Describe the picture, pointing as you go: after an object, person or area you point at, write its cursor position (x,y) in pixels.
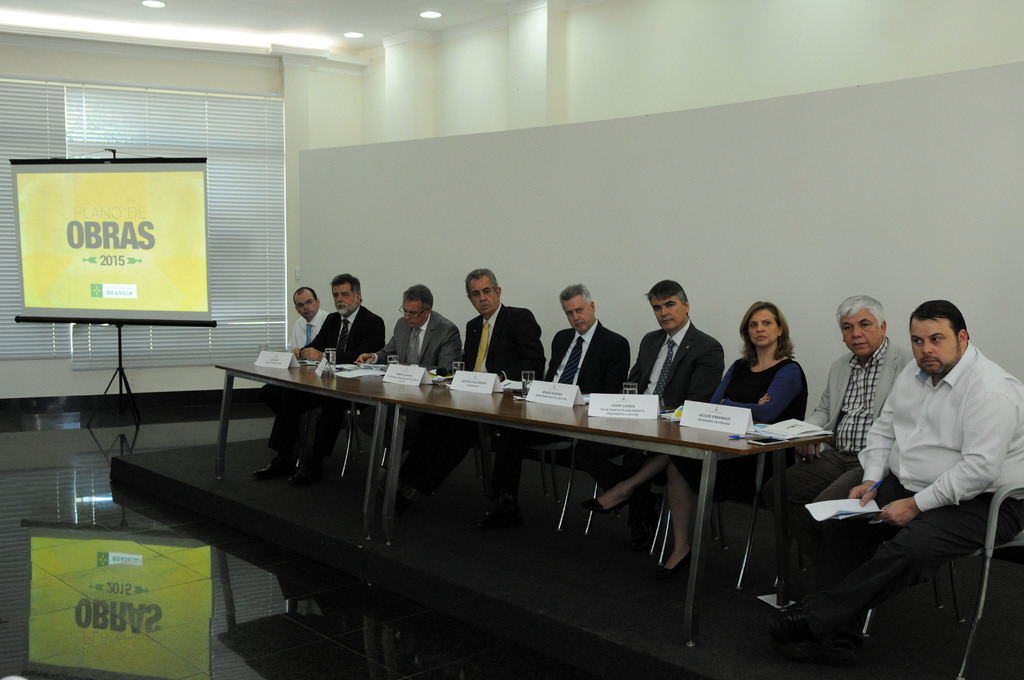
In this image, we can see persons (575,309) wearing clothes (941,392) and sitting on chairs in front of the table (338,391). This table (505,420) contains glasses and boards (485,382). There is a screen (199,270) in front of window blinds (186,135). There are lights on the ceiling (254,35) which is in the top left of the image (285,9).
